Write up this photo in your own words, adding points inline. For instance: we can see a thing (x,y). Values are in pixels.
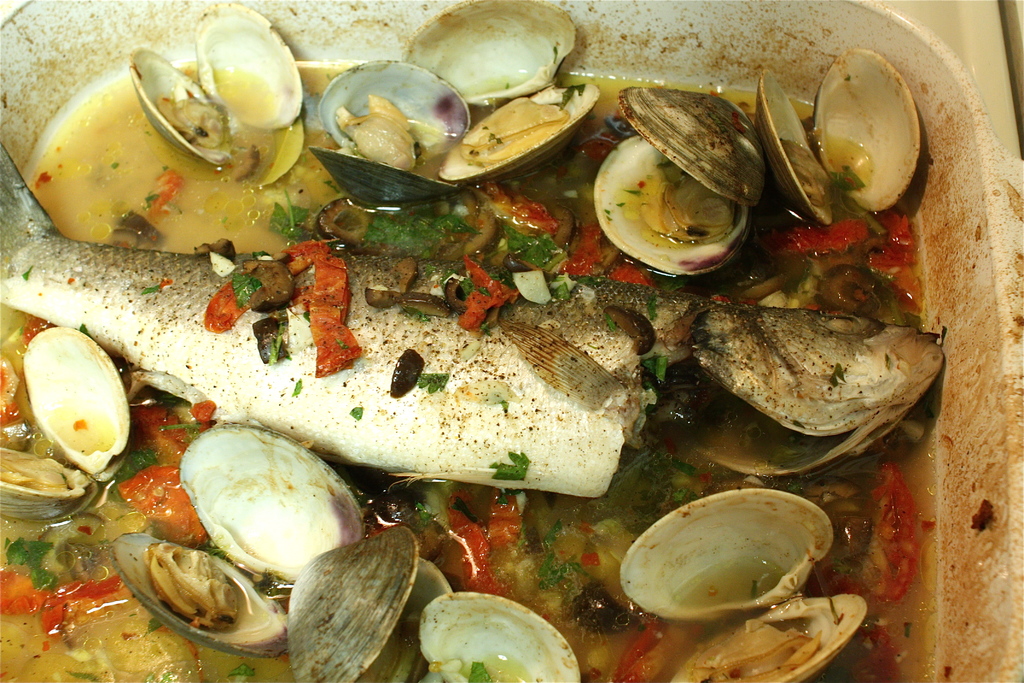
In this image we can see some food (523,421) containing a fish (513,413), shells (481,165), tomato (355,349) and coriander leaves (414,317) in a plate (952,583).
